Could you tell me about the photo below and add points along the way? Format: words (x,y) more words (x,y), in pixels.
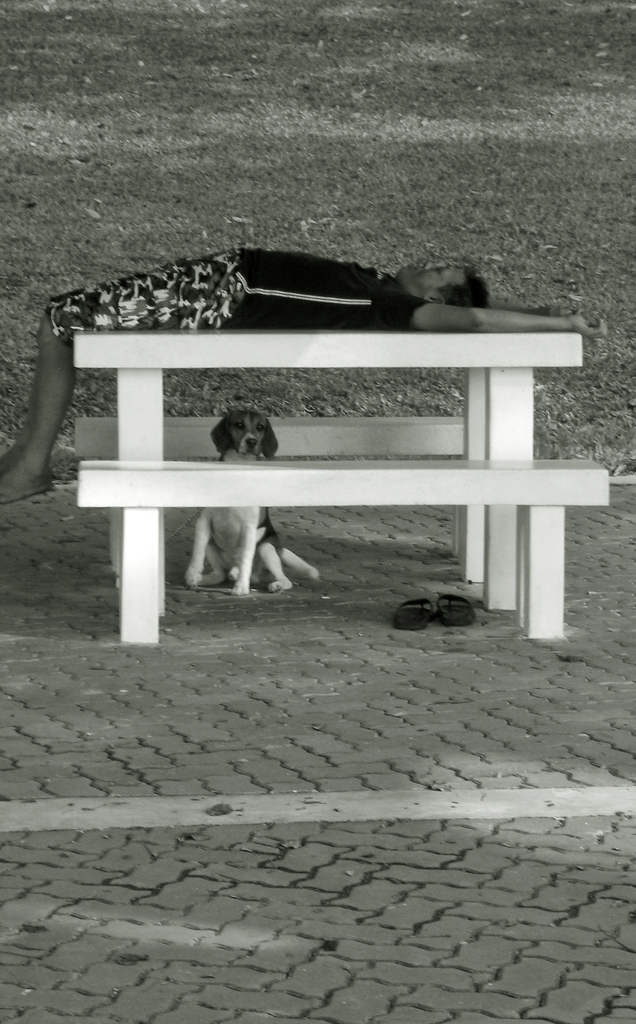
In the image we can see there is a dog (228,513) sitting under the table (159,345) and on the table (103,344) there is a man (368,309) lying and the image is in black and white colour.
